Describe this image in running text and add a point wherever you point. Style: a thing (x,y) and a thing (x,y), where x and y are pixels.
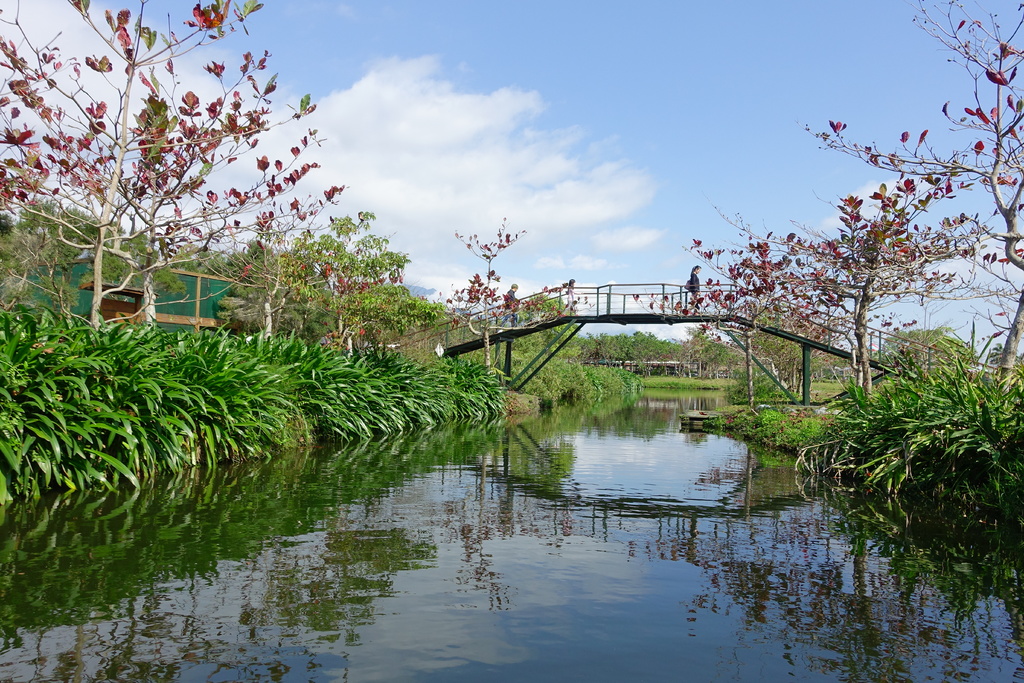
In this picture we can see trees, water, above the water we can see a bridge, on this bridge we can see persons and we can see sky (738,187) in the background (744,200).
